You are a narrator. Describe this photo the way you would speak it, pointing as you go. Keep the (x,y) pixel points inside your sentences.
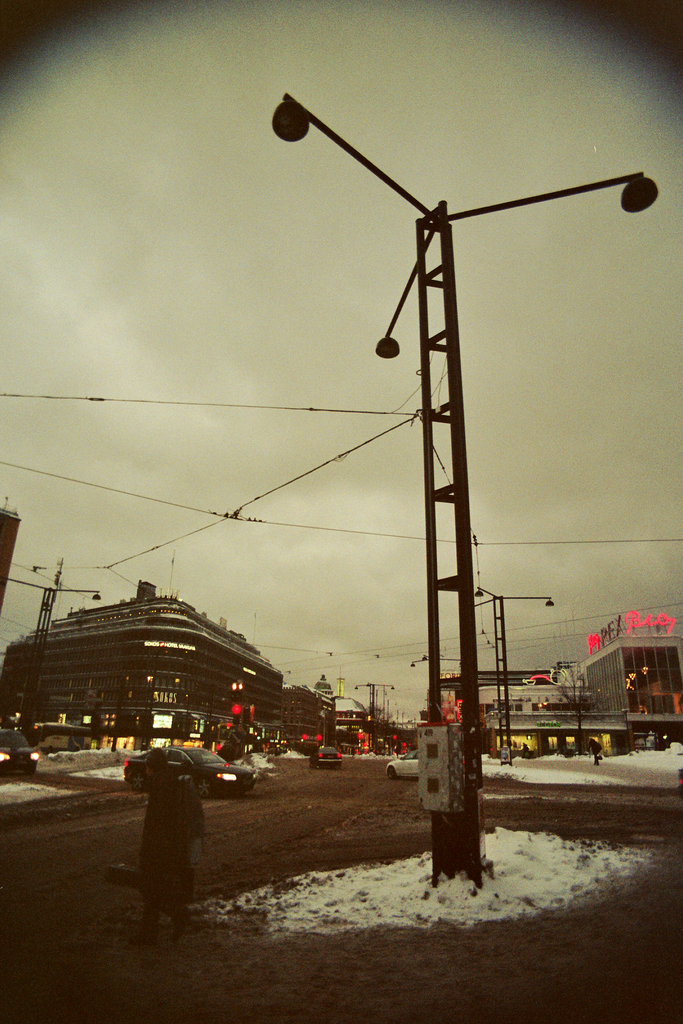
In this image there are poles (475,690) and buildings (645,701). We can see lights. At the bottom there is a person (170,848) and we can see cars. There is snow (663,763). In the background (379,497) there are wires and sky (285,301).
